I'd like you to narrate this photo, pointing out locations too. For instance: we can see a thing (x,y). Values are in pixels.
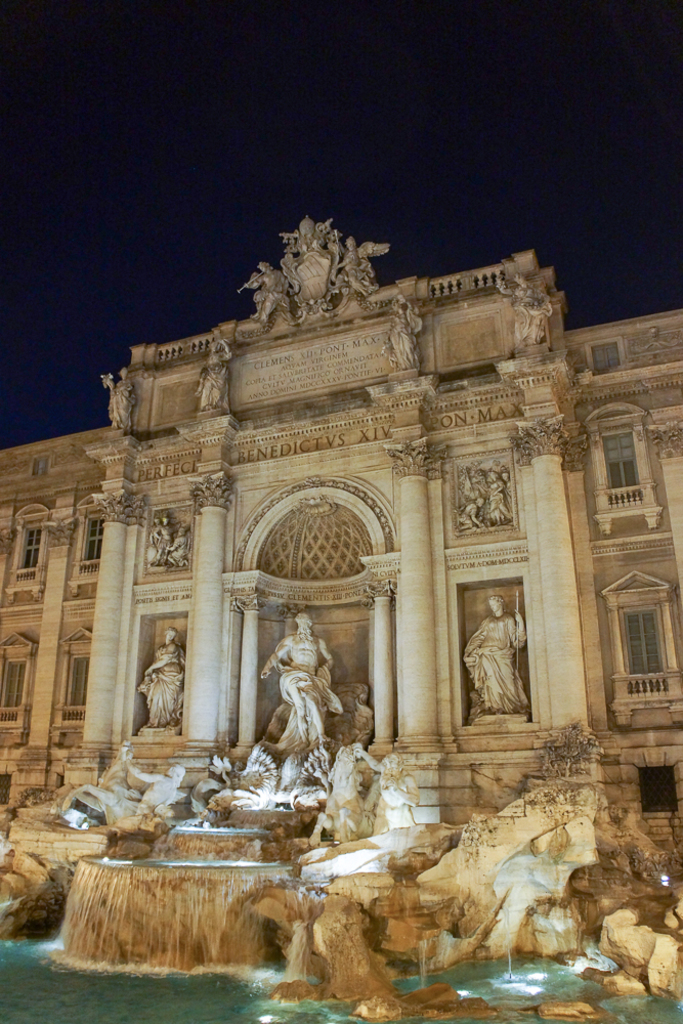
In the center of the image (305,500) we can see building (365,549), sculptures (309,655), windows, pillars (413,594). At the bottom of the image (252,829) we can see fountain (265,862), rocks (275,901), water (327,1011). At the top of the image (424,107) we can see the sky (468,141).
